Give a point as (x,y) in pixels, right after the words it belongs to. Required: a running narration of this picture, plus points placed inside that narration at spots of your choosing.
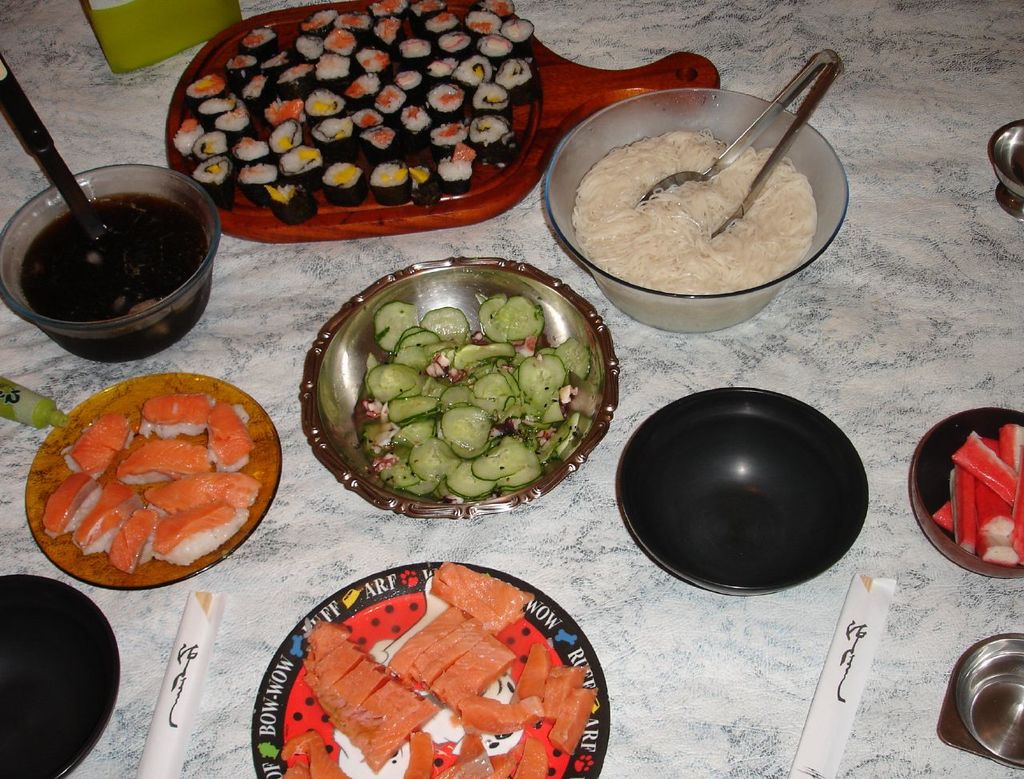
In this image there are plates (580,777) and bowls (638,204) in that there is food item (354,19).
